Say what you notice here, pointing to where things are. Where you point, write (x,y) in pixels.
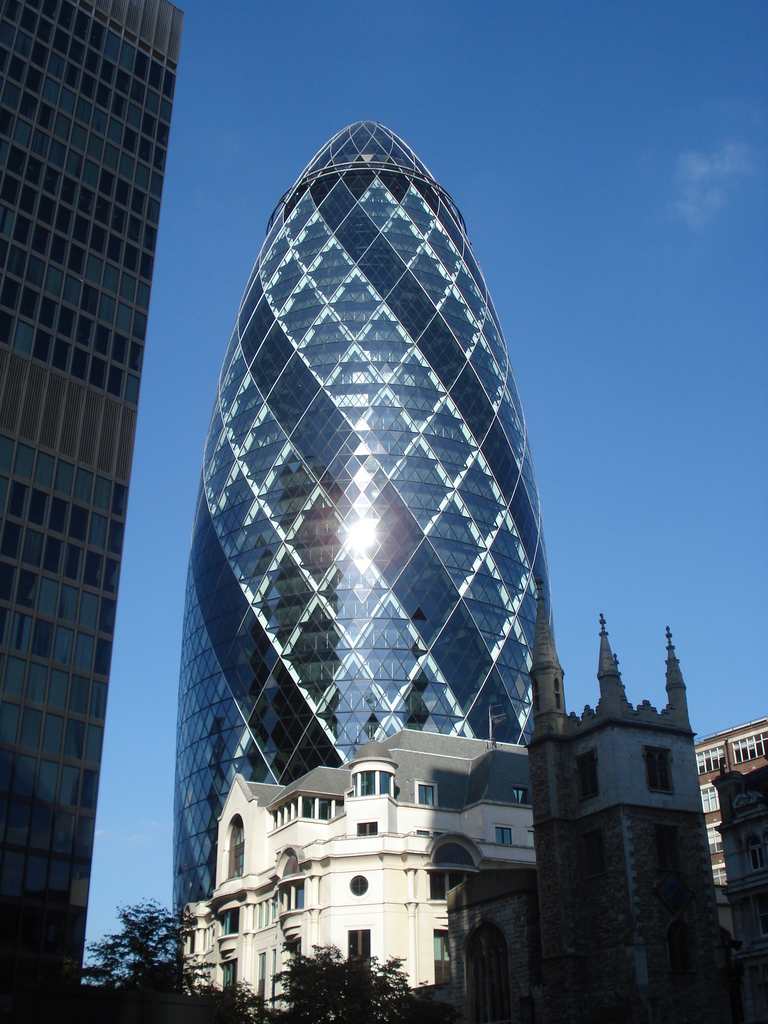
In this image, we can see buildings (304,839) and trees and at the top (516,174), there is sky (547,187).
